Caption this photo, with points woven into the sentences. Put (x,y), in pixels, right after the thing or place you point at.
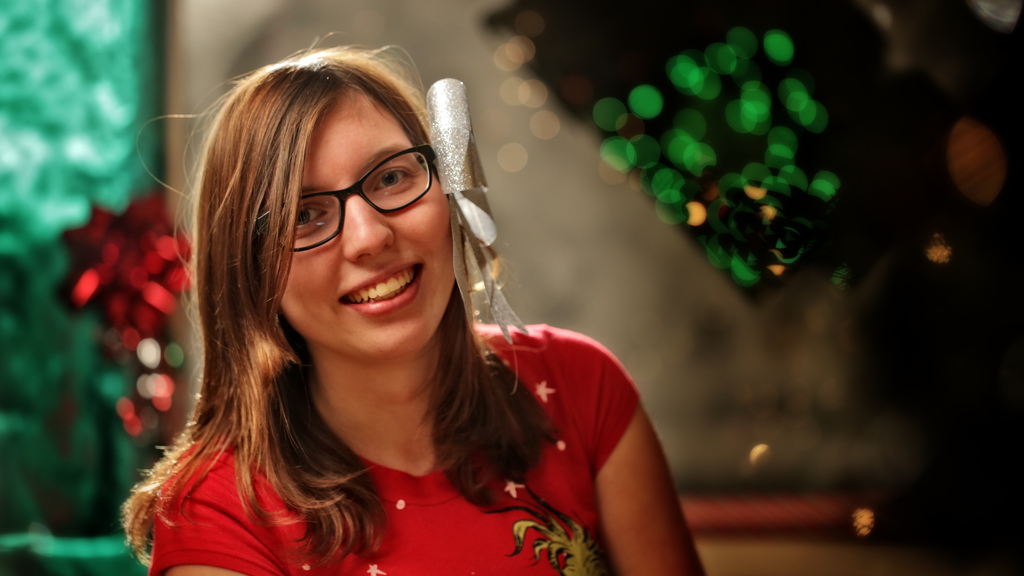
In this image there is a person (312,345) smiling, there are decorative items (72,62).
